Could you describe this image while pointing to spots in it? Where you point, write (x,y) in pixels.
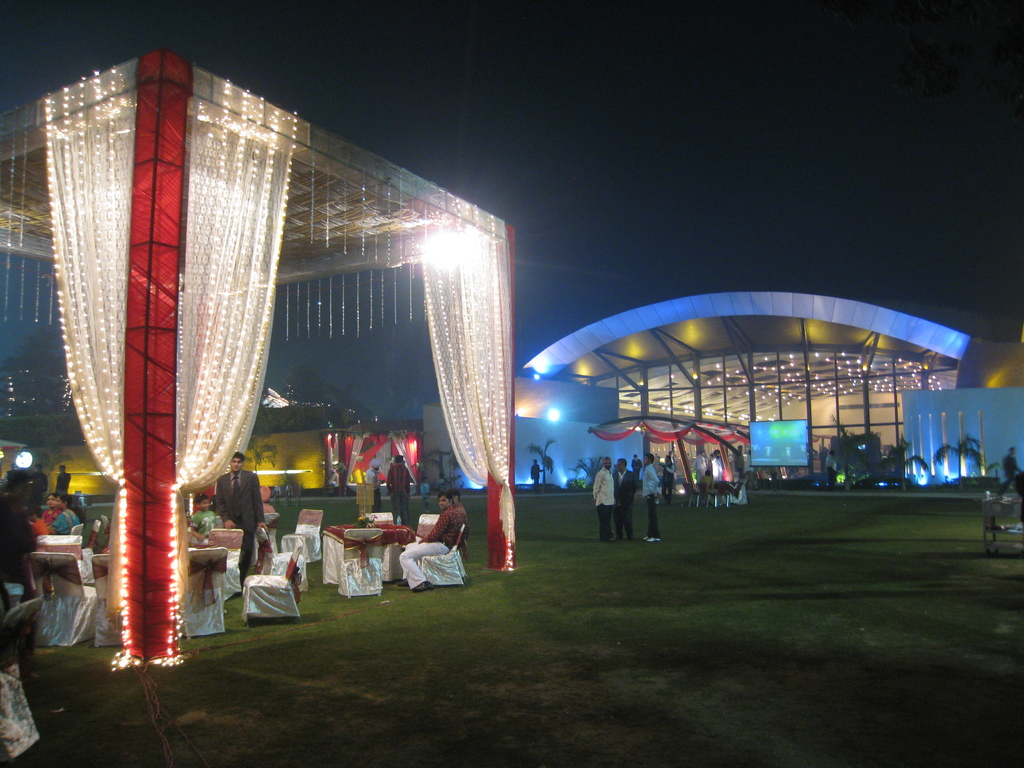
In this picture we can see a group of people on the ground (658,633), here we can see chairs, trees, lights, decorative objects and some objects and in the background (701,150) we can see it is dark.
